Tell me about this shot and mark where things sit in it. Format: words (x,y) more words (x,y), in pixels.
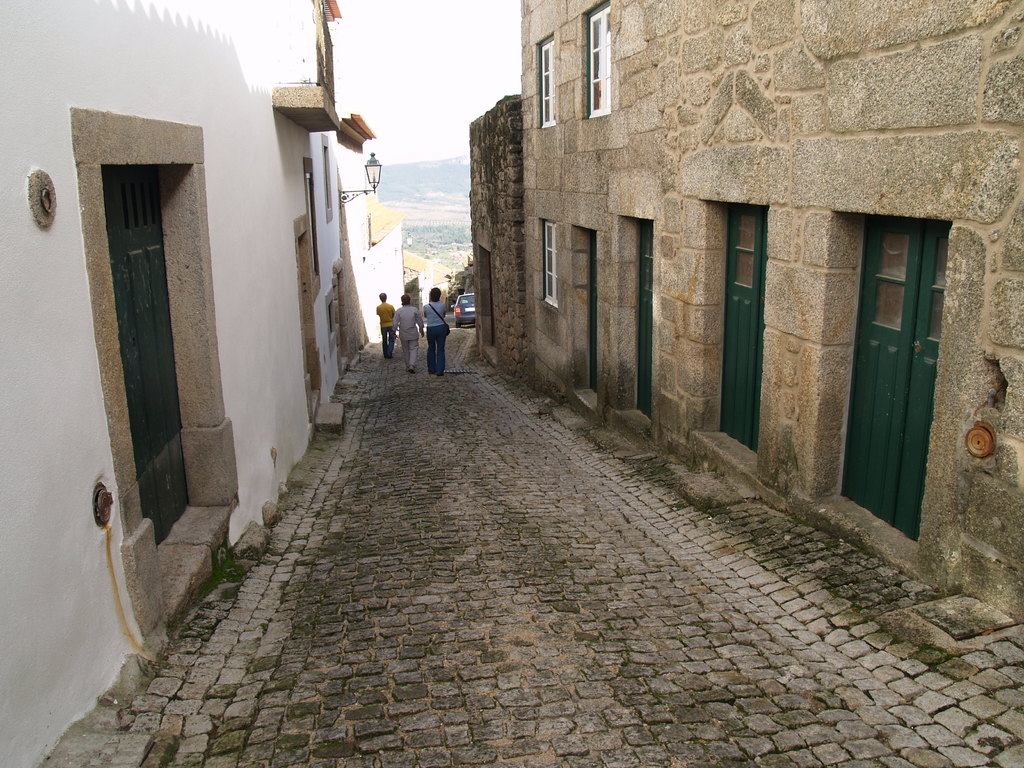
This picture is clicked outside. On both the sides we can see the houses (948,123) and we can see the doors (766,252) and windows (594,86) of the houses (702,195). In the center (453,311) there is a vehicle (464,299) and we can see the group of persons (428,341) walking on the pavement (544,614) and there is a lamp (363,189) attached to the wall (359,177) of a house (354,202). In the background (415,99) there is a sky (421,88) and some other items (429,246).
